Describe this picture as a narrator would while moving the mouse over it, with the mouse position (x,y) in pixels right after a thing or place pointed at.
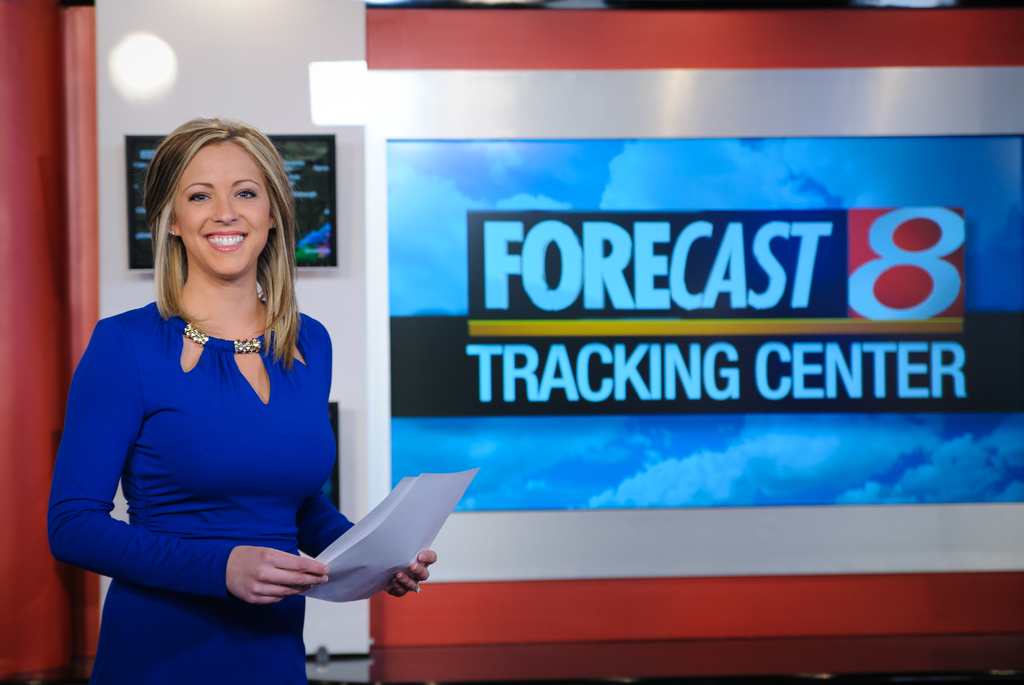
In this image I can see a person (117,410) standing wearing blue color dress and holding few papers (349,535), background (697,463) I can see a screen (417,452) and the wall (433,92) is in white and red color.
